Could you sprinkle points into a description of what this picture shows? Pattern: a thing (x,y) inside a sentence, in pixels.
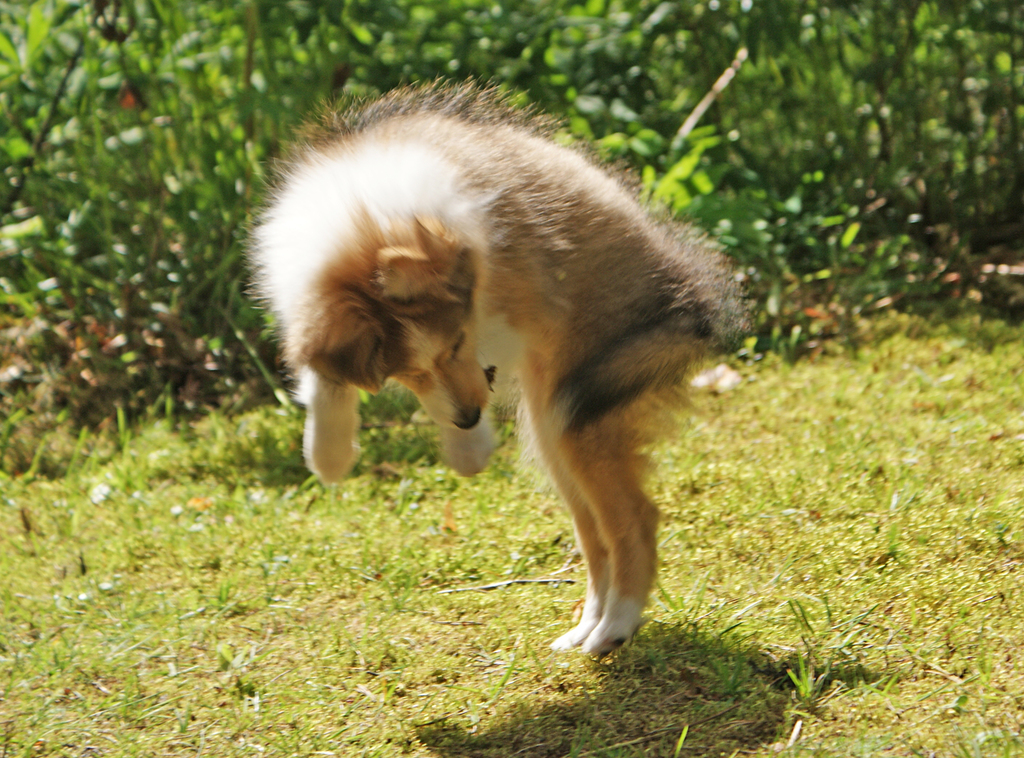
In this image there is a dog (508,338) in the garden (174,655), in the background (189,245) there are plants (580,67).
